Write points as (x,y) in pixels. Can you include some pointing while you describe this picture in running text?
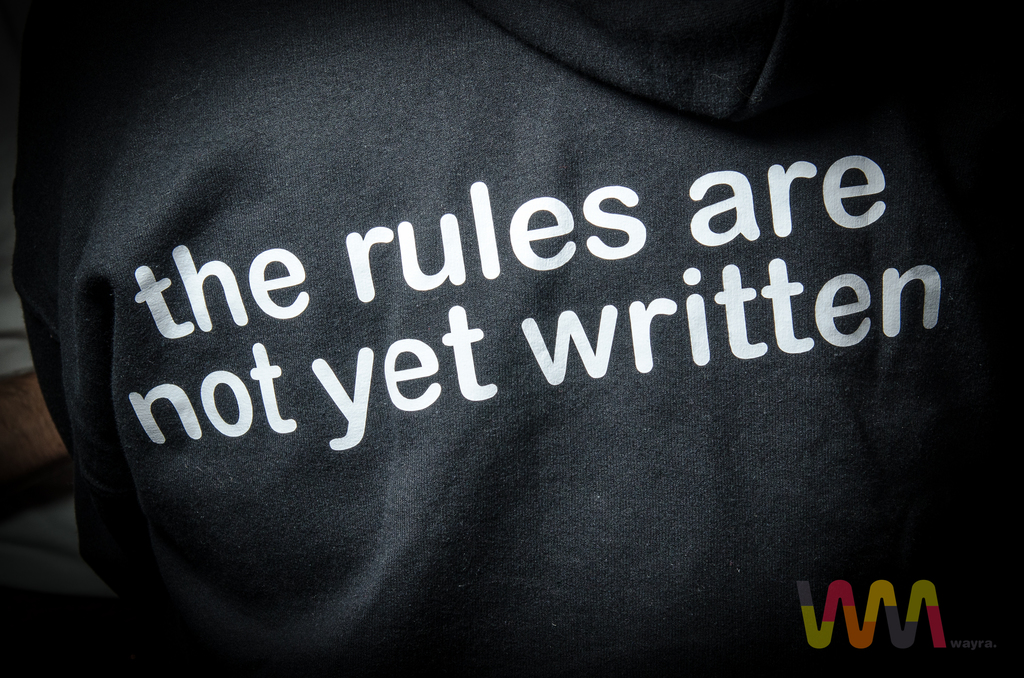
In this image I can see a black colour cloth (492,302) and on it I can see something is written in the white colour. On the bottom right side of the image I can see a watermark (938,631).
